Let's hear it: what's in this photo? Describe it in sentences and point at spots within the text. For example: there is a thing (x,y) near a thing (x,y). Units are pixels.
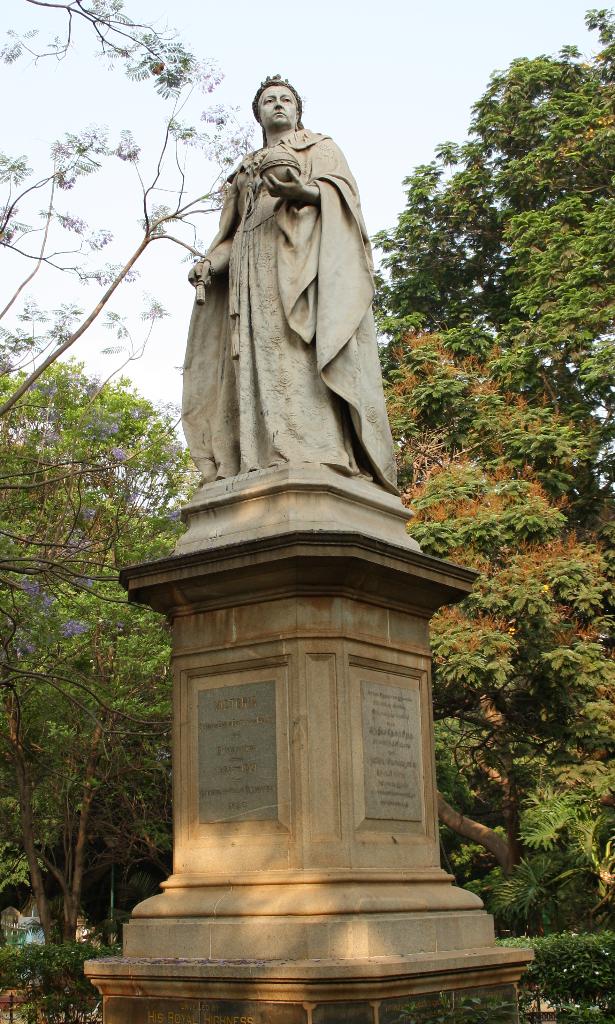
In this image I can see a statue (308,298) in brown and cream color. Back I can see few green color trees (526,277). The sky (121,125) is in white color.
